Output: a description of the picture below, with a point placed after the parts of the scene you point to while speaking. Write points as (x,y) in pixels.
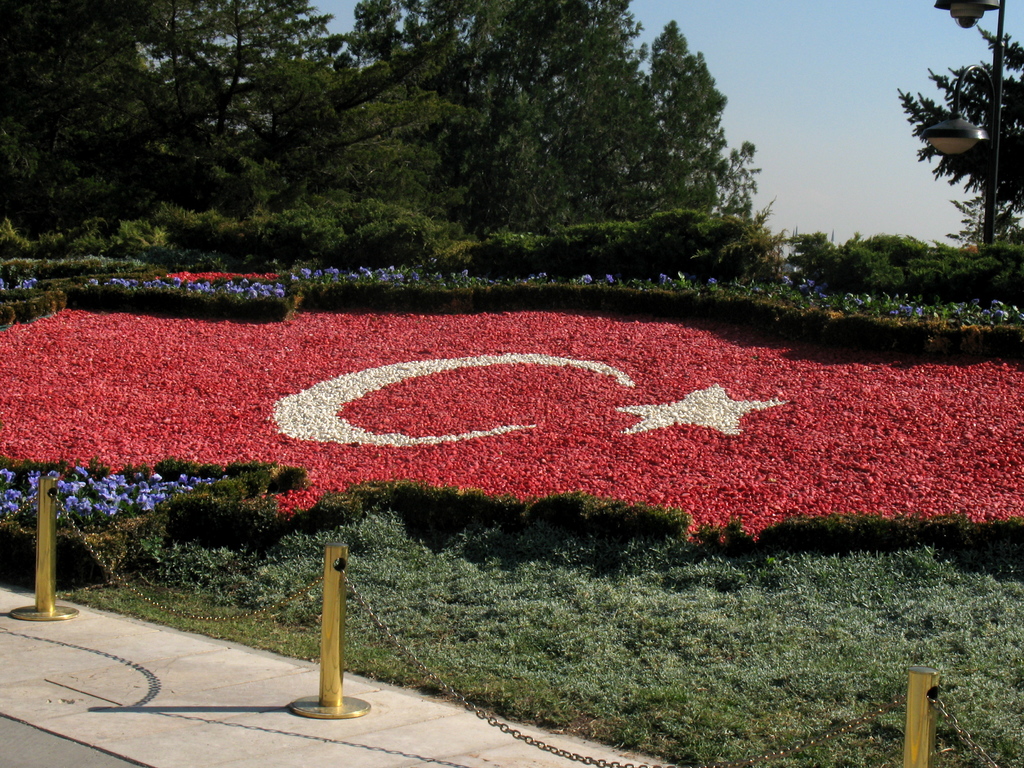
In this image we can see poles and chains barrier (108,568) on a platform (136,695), plants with flowers (116,483), grass (837,673), lights (978,127) on a pole (998,116) on the right side (968,116), trees (620,163) and sky (767,6).
